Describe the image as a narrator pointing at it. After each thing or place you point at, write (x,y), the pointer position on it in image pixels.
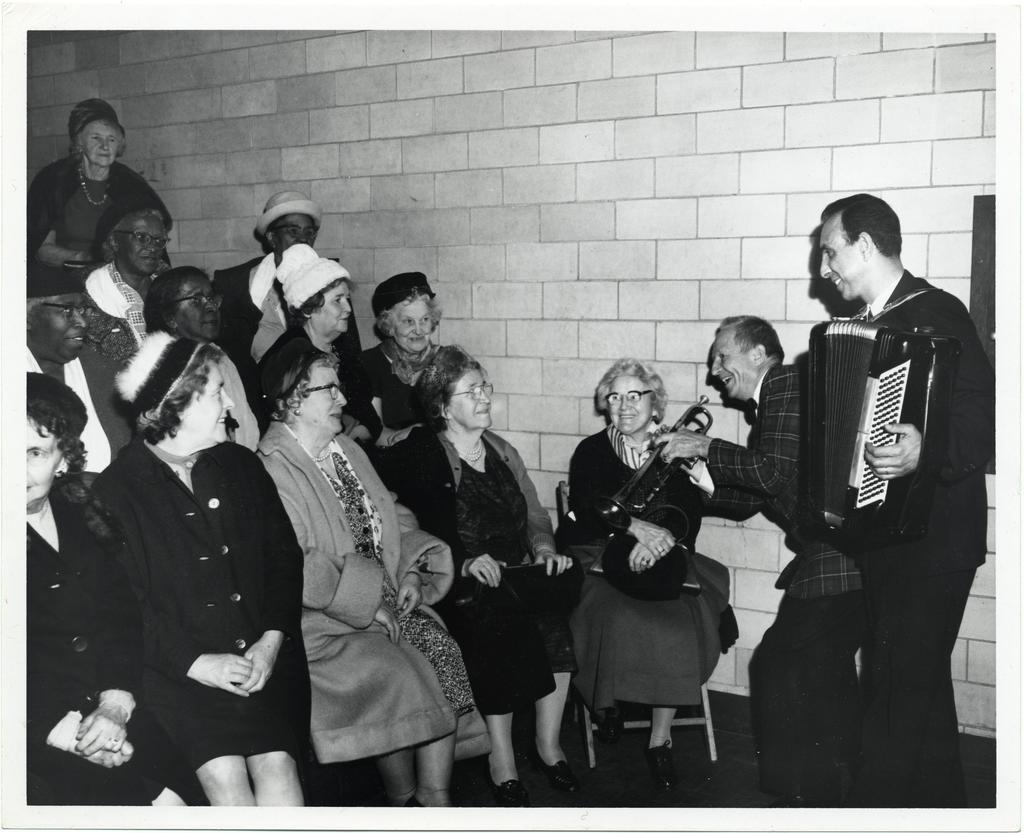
In this image we can see black and white picture of a group of persons (649,411), some women (324,480) are sitting on chairs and some are standing. On the right side of the image (878,470) we can see a person (894,312) holding a musical instrument (866,447) in his hands (865,450). One person (791,448) is holding a trumpet (657,448) with his hands (702,445). In the background (756,590), we can see the wall (596,183).
